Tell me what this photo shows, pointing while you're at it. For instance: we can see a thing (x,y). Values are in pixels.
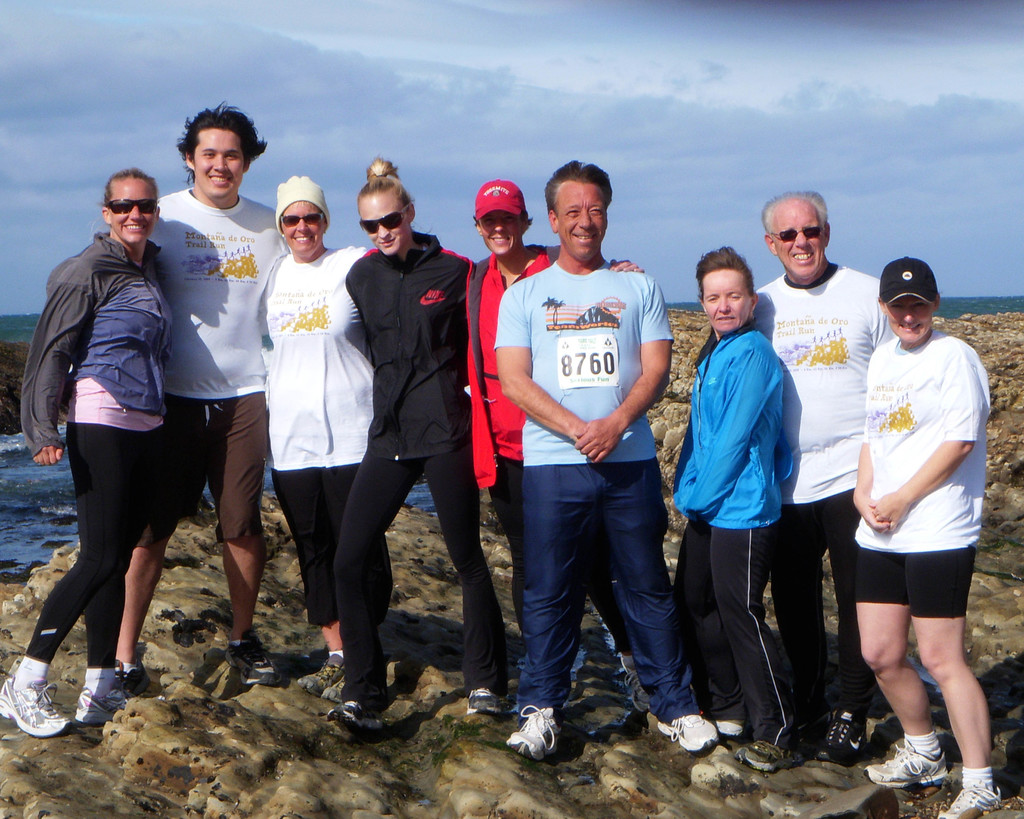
In this image we can see people (231,392) standing. In the background (770,161) there is sky (267,168) and we can see water (30,499). There are rocks (1023,503).
